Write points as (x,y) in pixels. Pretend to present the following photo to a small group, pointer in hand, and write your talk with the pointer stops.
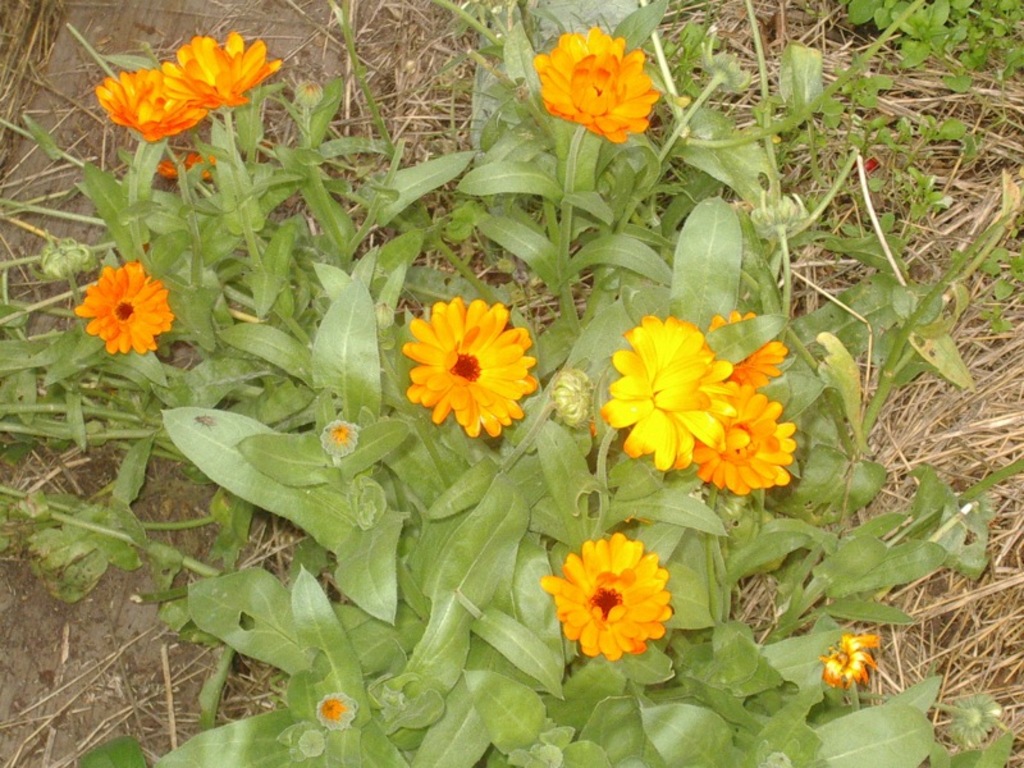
In this image I can see a plant (442,594) which is green in color and few flowers (508,377) to it which are orange, yellow and red in color. I can see some grass (924,378) on the ground (924,378).
